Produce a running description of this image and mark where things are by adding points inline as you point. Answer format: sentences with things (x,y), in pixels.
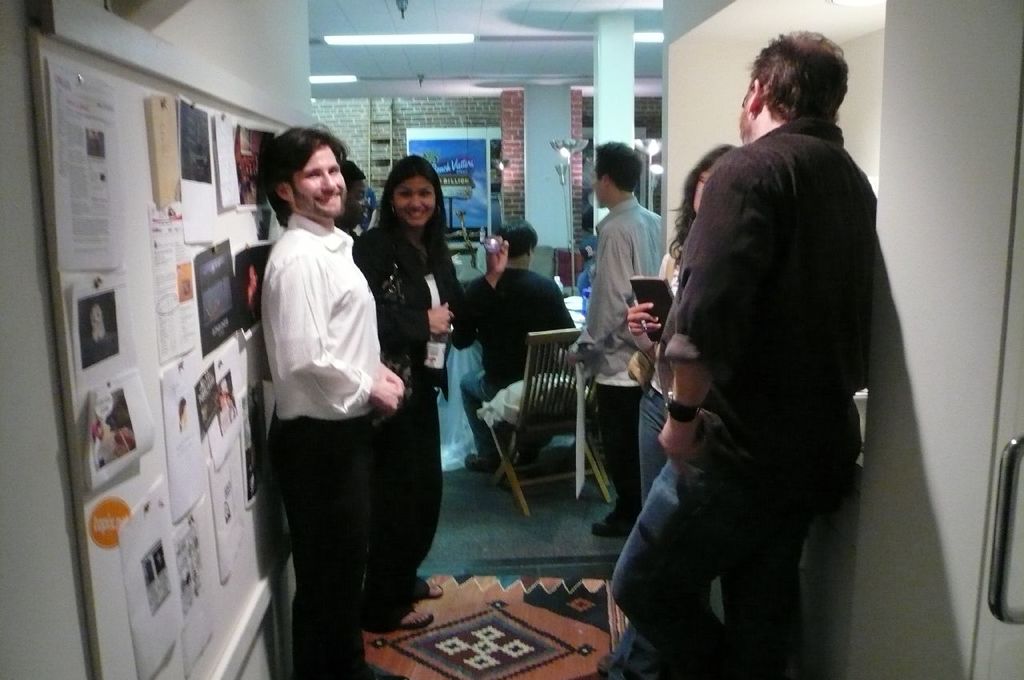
This picture is clicked inside the room (446,507). Here, we see many people (617,257) standing. Behind them, we see a white board (157,364) in which many posters (170,367) are pasted. In the middle of the picture (540,291), the man (527,279) in black shirt (484,304) is sitting on the chair (587,444) which is placed in front of the table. We see a blue color board (481,191) with text (452,168) written on it is placed in the background (439,172). We even see a wall (399,137) made up of red colored bricks (522,158) and at the top of the picture (564,62), we see the ceiling (590,2) of that room (682,20).
